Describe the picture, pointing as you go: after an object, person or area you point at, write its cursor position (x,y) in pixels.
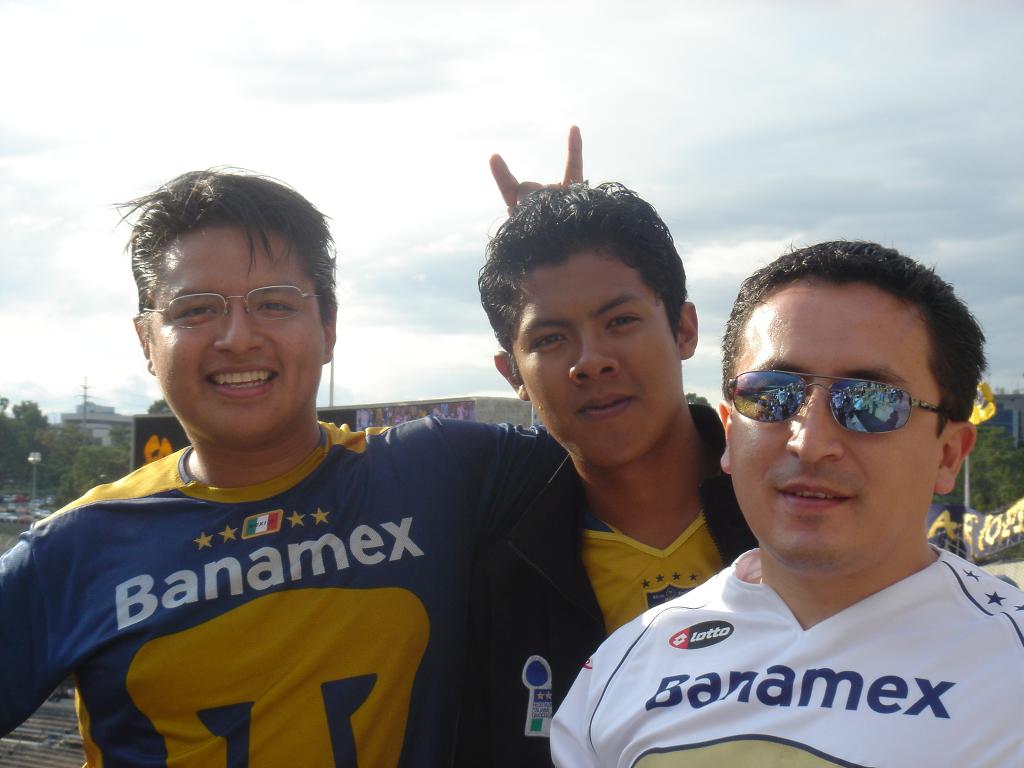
In the foreground (587,404), I can see three persons (455,564). In the background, I can see trees (100,463), vehicles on the road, buildings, hoardings (375,419), flag poles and the sky (484,249). This picture might be taken in a day.
